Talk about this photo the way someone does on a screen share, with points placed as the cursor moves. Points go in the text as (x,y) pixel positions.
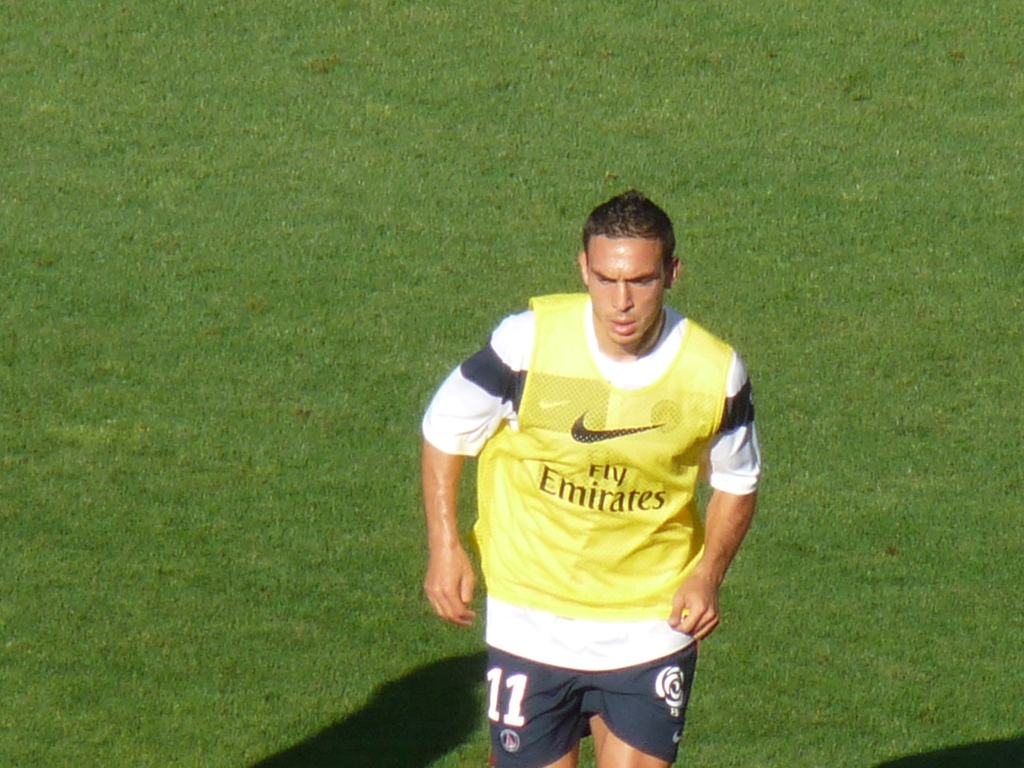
In the image I can see a man (588,559) is standing on the ground (340,383). In the background (352,224) I can see the grass (417,144) and shadows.
